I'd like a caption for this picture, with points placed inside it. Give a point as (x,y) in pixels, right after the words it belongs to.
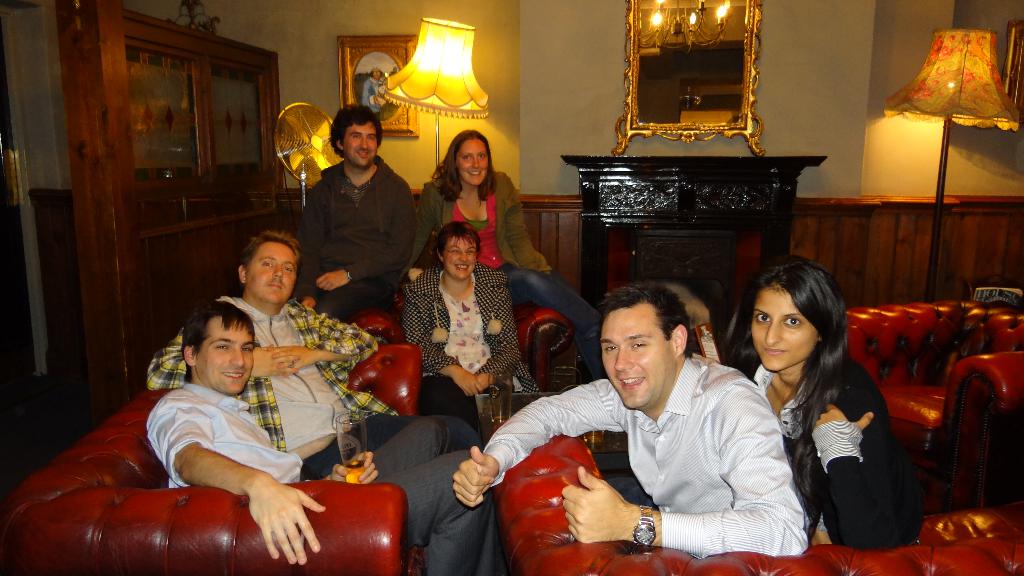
In this image there are people (369,337) sitting on the couch (561,525), there are couch (203,513) truncated towards the bottom of the image (989,559), there is a couch (939,415) truncated towards the right of the image (978,351), there is a fan (300,156), there is a table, there is a mirror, there is a photo frame (361,81), there is a cupboard (196,124), there is a pillar (90,63), there is the wall (511,91), there are lights (446,65), there is an object (11,187) truncated towards the left of the image (35,231).
